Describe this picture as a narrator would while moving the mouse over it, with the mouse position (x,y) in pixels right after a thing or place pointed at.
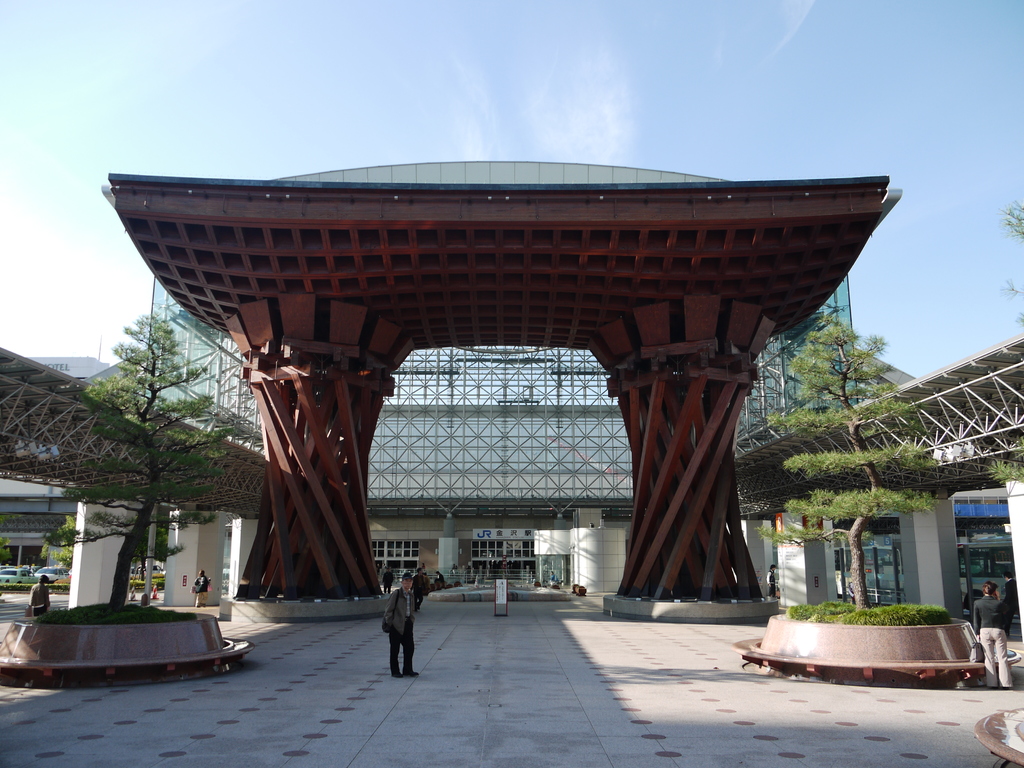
In this image we can see a few people (397,598), there are buildings (575,469), trees (187,492), poles (338,389), also we can see the sky (618,142).
